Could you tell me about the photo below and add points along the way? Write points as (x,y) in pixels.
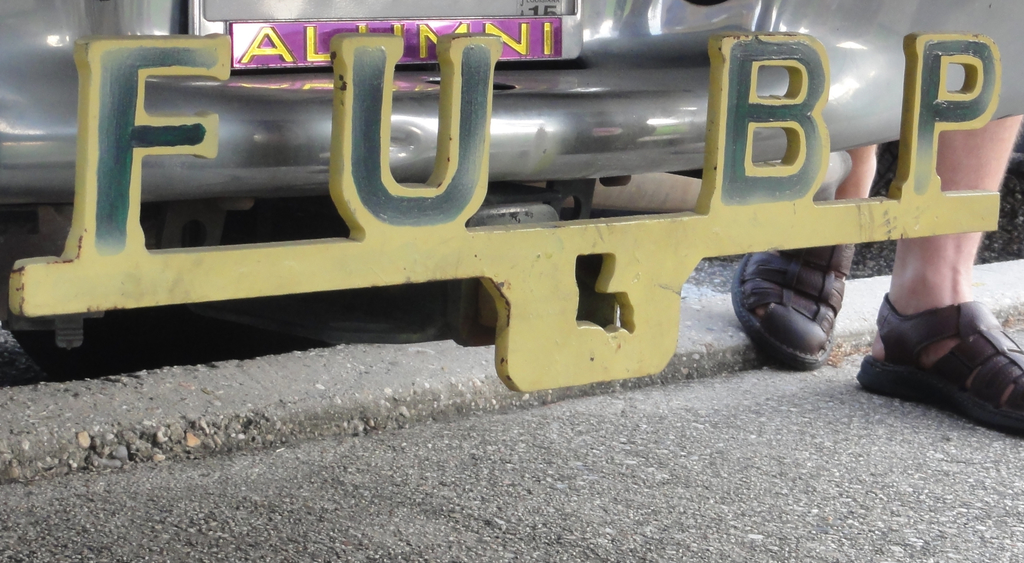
There is a number plate (305,57) of a car (289,39) as we can see at the top of this image (279,29), and there are human legs (863,164) on the right side of this image (902,260).
